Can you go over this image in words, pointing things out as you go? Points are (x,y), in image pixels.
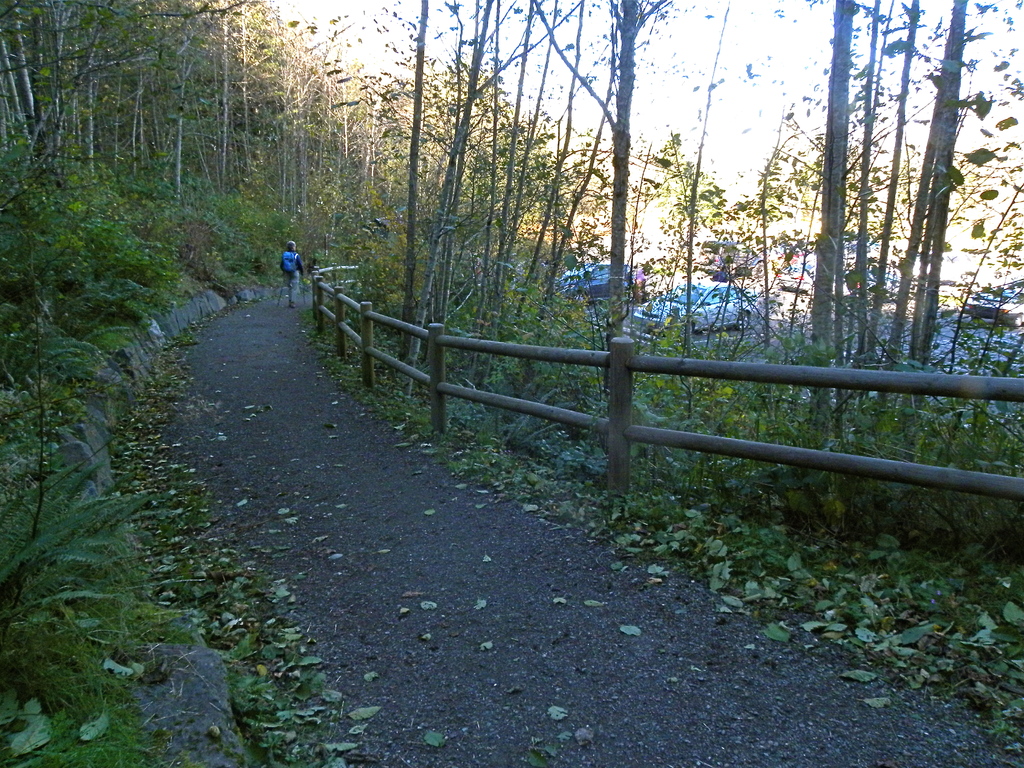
In the image we can see there is a person (293,244) standing on the road (327,541) and there are trees (470,154) on both the sides. There are cars (732,294) parked on the road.
